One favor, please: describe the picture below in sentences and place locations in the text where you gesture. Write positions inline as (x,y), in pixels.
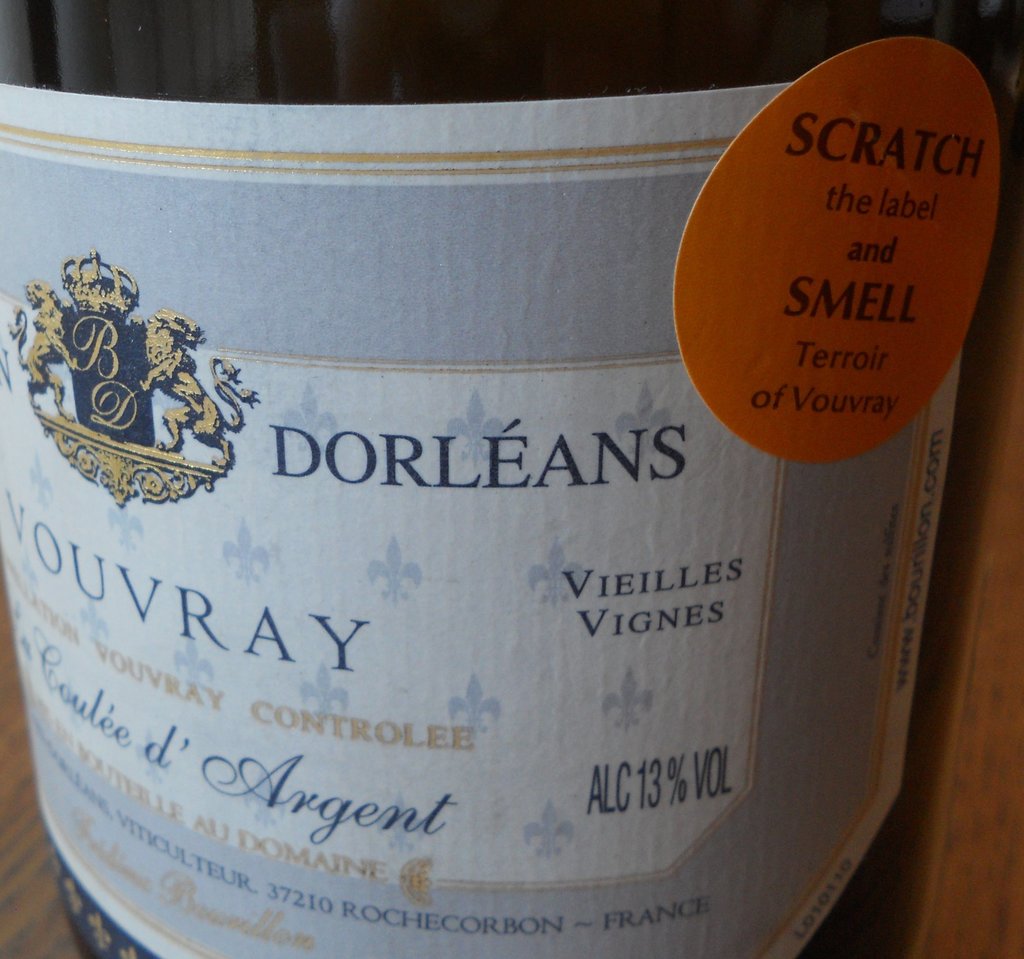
In this image I can see a black colour thing (598,25) and on it I can see labels (756,249). I can also see something is written over here.
